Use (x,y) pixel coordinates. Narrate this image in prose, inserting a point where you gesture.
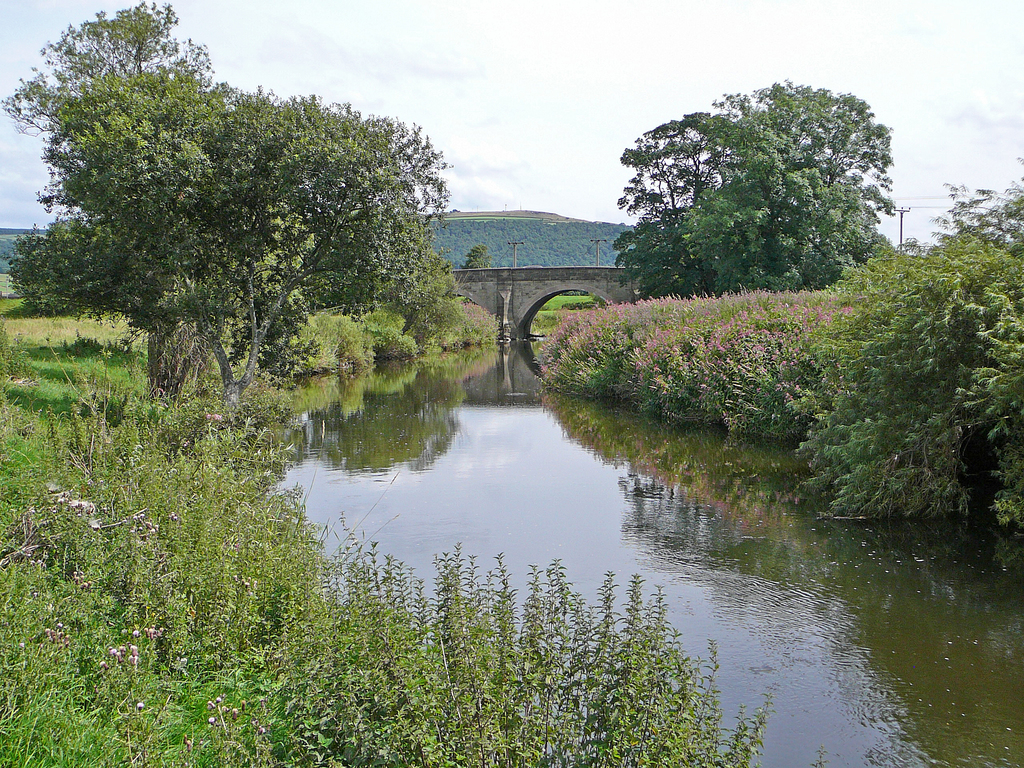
This is water (676,556) and there is a bridge (574,278). Here we can see plants (190,446), grass (40,359), trees (260,133), and poles (516,245). In the background (1009,119) there is sky (810,51).
